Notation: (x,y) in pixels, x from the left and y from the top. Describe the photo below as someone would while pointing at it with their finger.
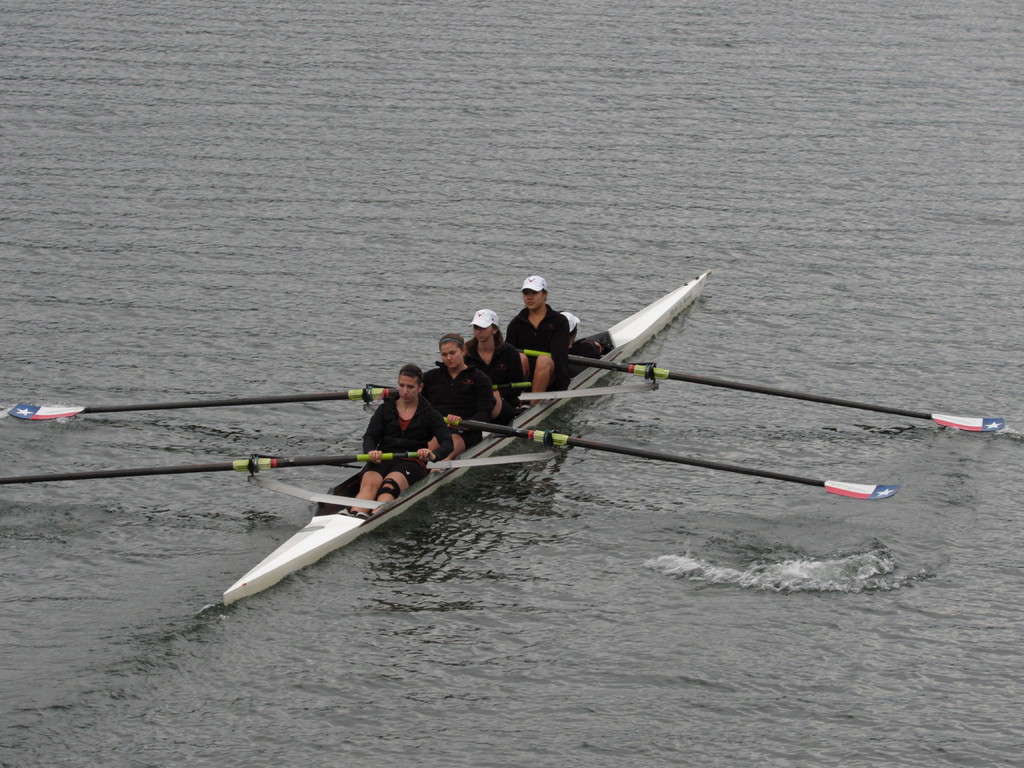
There is water (259,535). There is a boat (340,531) in the water (273,539). On the boat (294,550) there are five people (456,375). Last three people (497,333) are wearing caps (480,320). And they are rowing the paddle (838,486) of the boat (546,412). On the end of the paddle (882,494) there is an icon (949,426) of the flag (850,491).
